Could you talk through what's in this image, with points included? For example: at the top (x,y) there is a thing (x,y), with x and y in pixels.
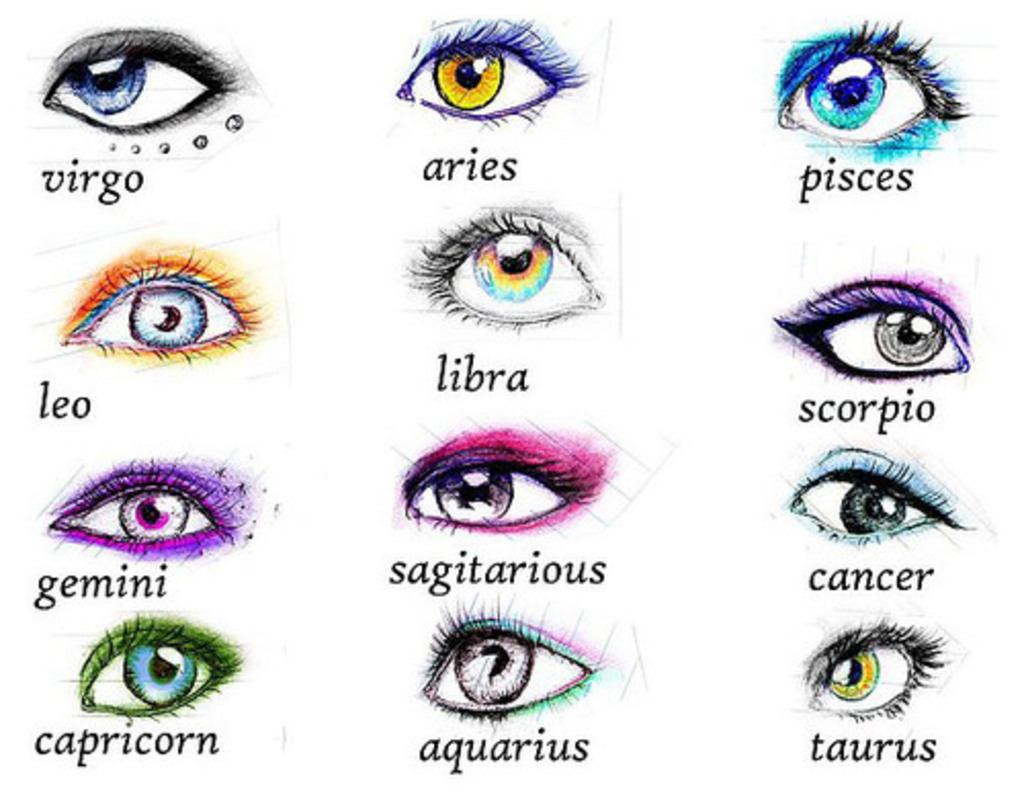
In this picture we can see some text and pictures of eyes (203,273).
